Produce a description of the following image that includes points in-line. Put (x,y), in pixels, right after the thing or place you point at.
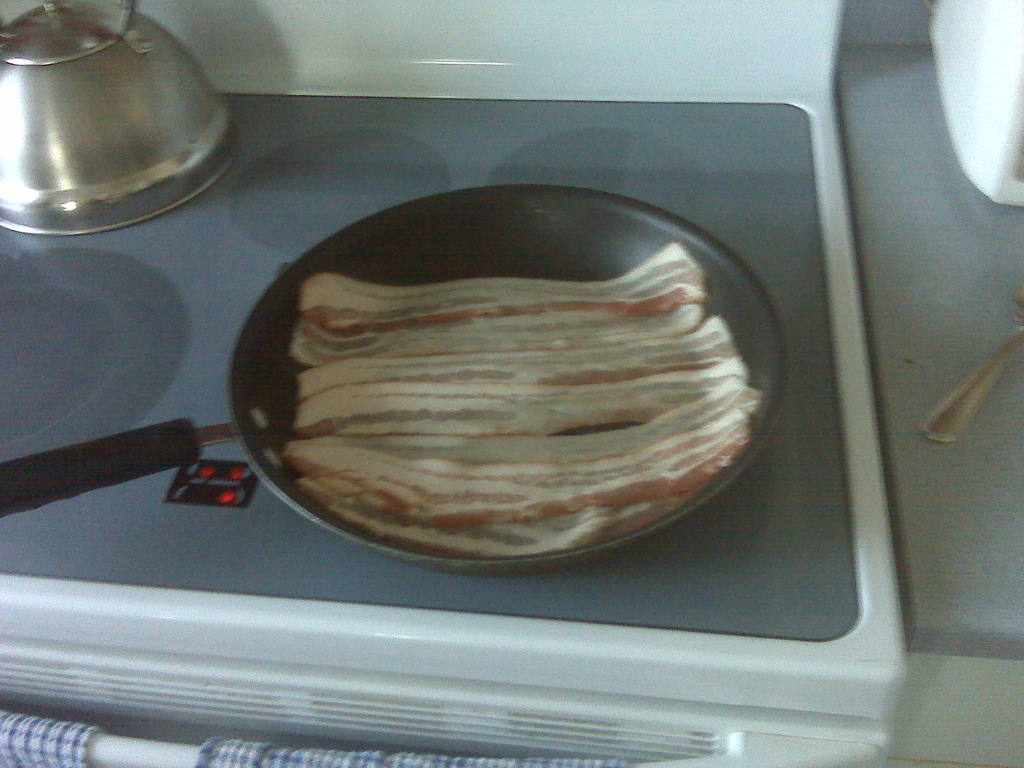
This is a frying pan (259,431) with a food (499,405), which is placed on the induction stove (236,577). This looks like a kettle (152,165). On the right side of the image (945,424), this looks like a spoon (952,417), which is placed on the table (970,510). At the bottom of the image (40,734), I think these are the clothes (71,732).
